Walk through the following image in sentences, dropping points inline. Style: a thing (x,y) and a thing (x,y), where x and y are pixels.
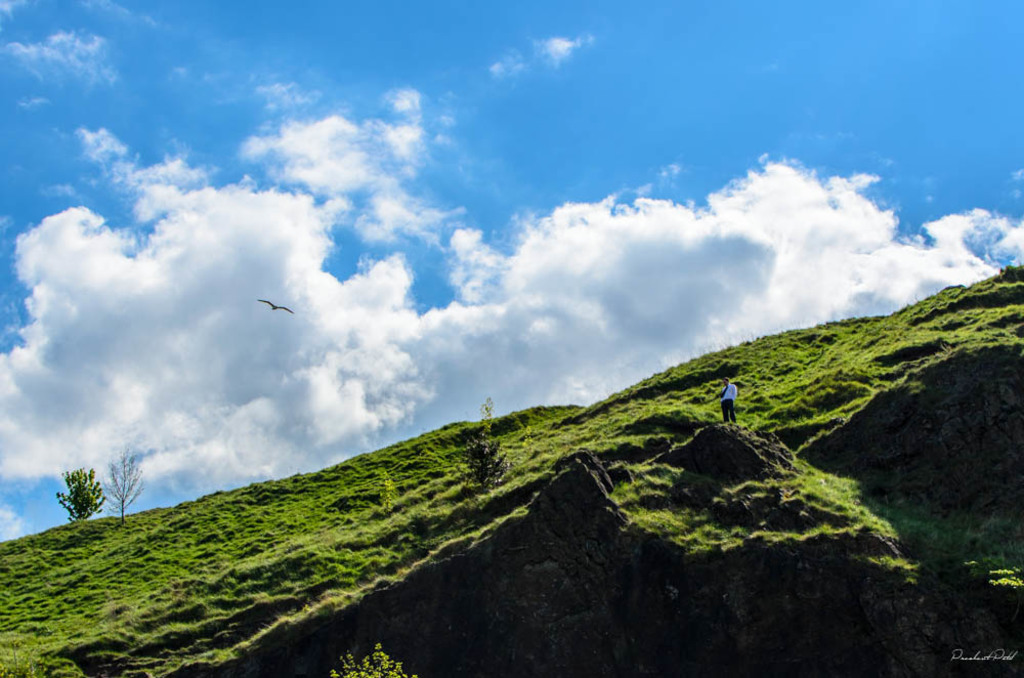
In this image it looks like it is a scenery. At the bottom (550,455) there are hills (558,487). On the hills (558,487) there is grass (377,472). At the top (542,113) there is the sky (562,128). On the hill (790,430) there's a man (723,393). At the top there is a bird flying in the air (285,322).
